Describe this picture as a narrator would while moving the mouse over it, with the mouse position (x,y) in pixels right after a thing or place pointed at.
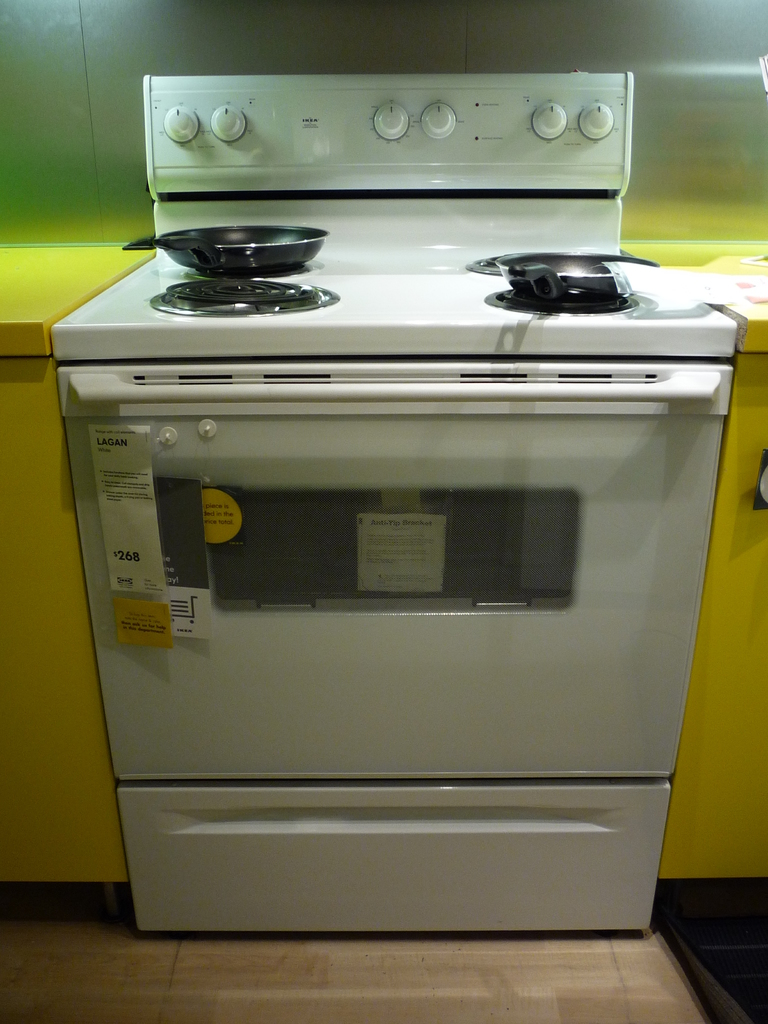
In this picture we can see an oven (540,591), stove (291,299), pans (569,287), some objects (749,291) and in the background (623,235) we can see the wall (526,53).
